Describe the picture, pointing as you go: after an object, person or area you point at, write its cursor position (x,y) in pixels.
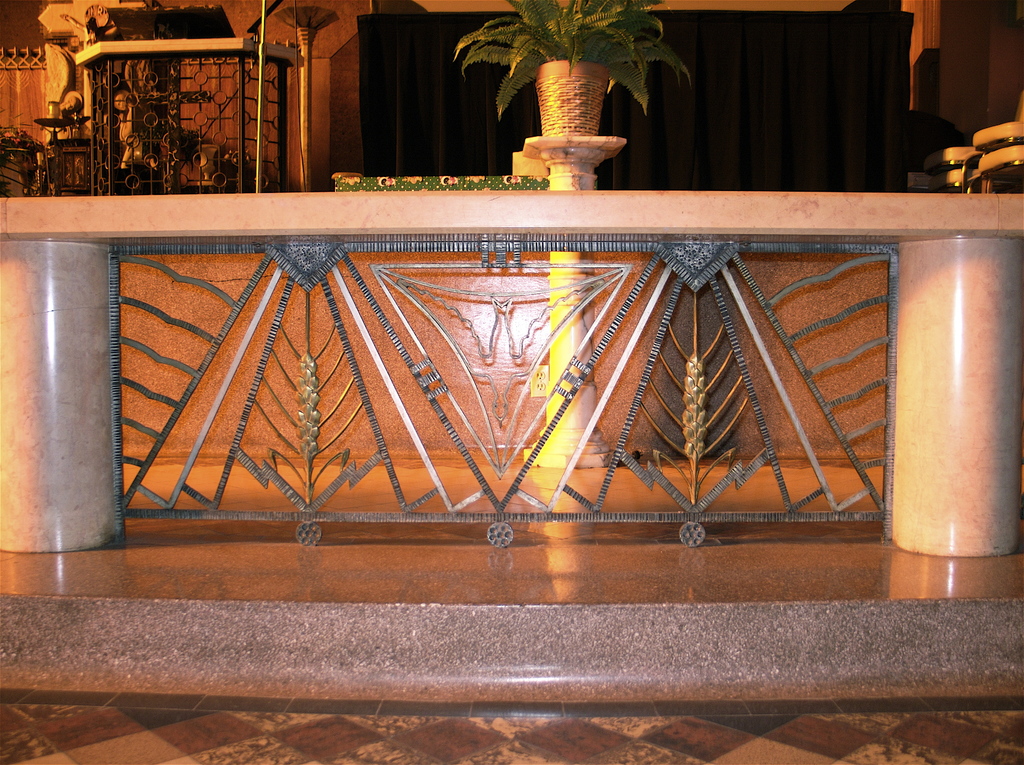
In this picture I can observe a desk (138,257) in the middle of the picture (482,277). In the top of the picture (571,119) I can observe a plant pot (580,80). In the background (400,53) I can observe black color curtain (630,129).
